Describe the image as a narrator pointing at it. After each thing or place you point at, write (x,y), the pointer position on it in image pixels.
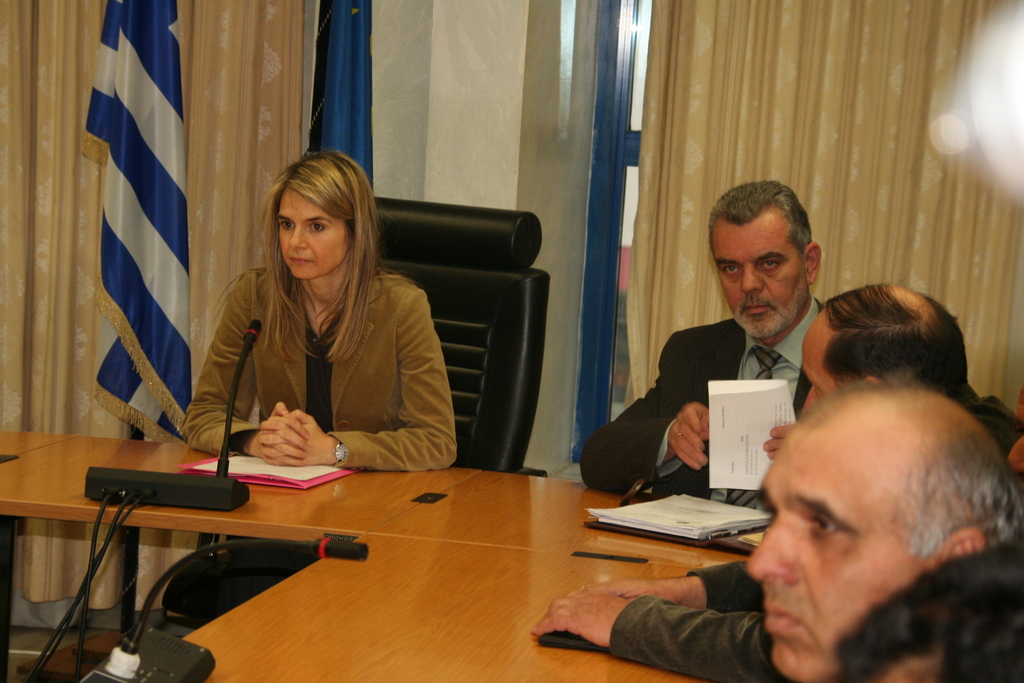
In this image we can see some people (565,612) sitting on the chairs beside a table (522,571) containing some papers (669,523), files (649,536), a mic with a stand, some wires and a device (223,475) on it. We can also see a man (649,467) holding a paper (724,465). On the backside (665,152) we can see the curtains (664,238), a wall (554,191) and the flags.
